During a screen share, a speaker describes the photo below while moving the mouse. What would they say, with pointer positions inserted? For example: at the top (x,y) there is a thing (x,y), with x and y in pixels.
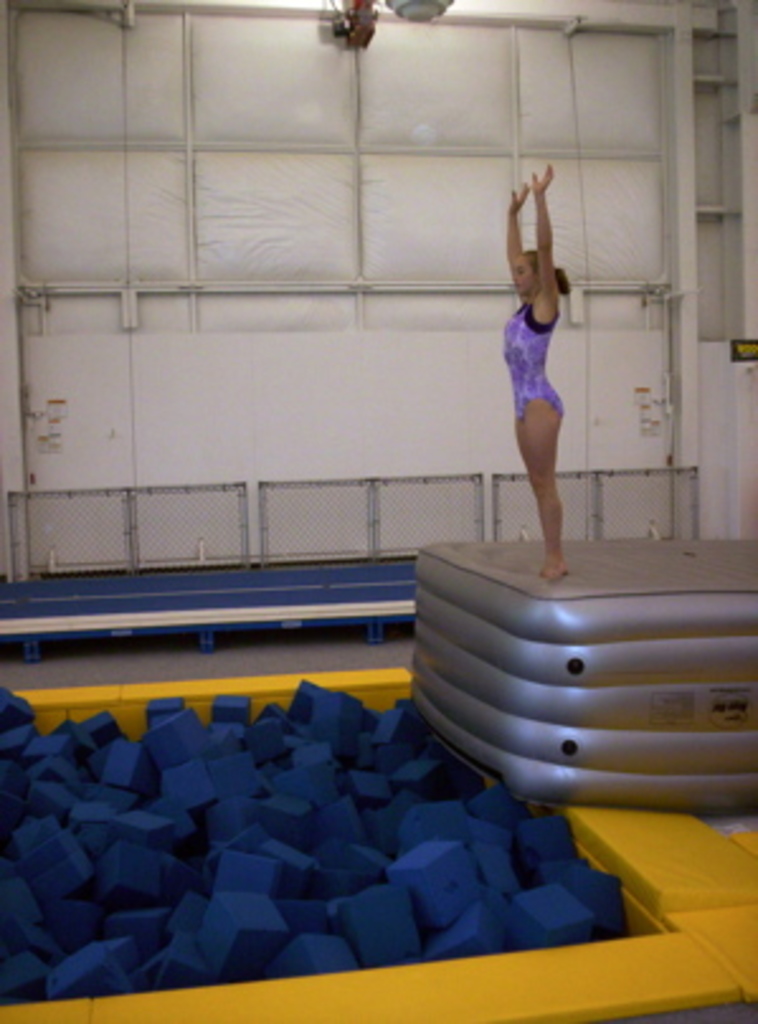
This picture shows a girl (535,370) standing on the air bed (574,626) by raising her hands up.
